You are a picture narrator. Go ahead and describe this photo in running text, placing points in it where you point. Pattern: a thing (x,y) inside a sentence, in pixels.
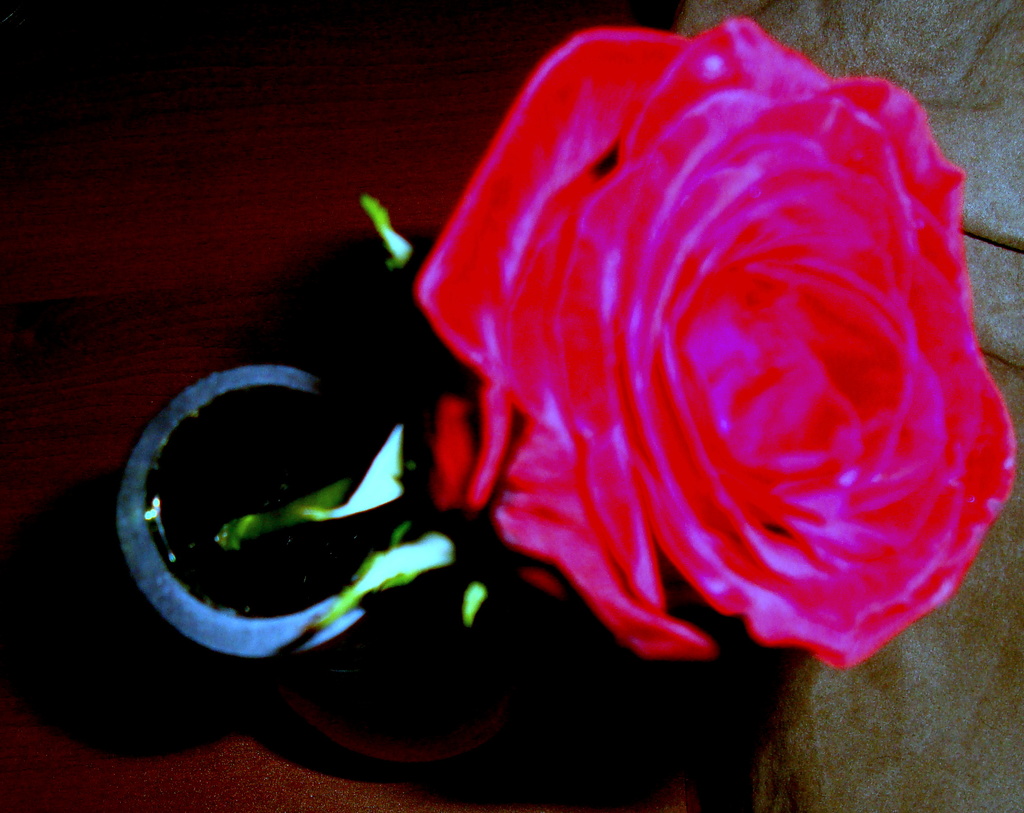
In this picture we can see a rose flower (830,407) and some objects (915,720).
